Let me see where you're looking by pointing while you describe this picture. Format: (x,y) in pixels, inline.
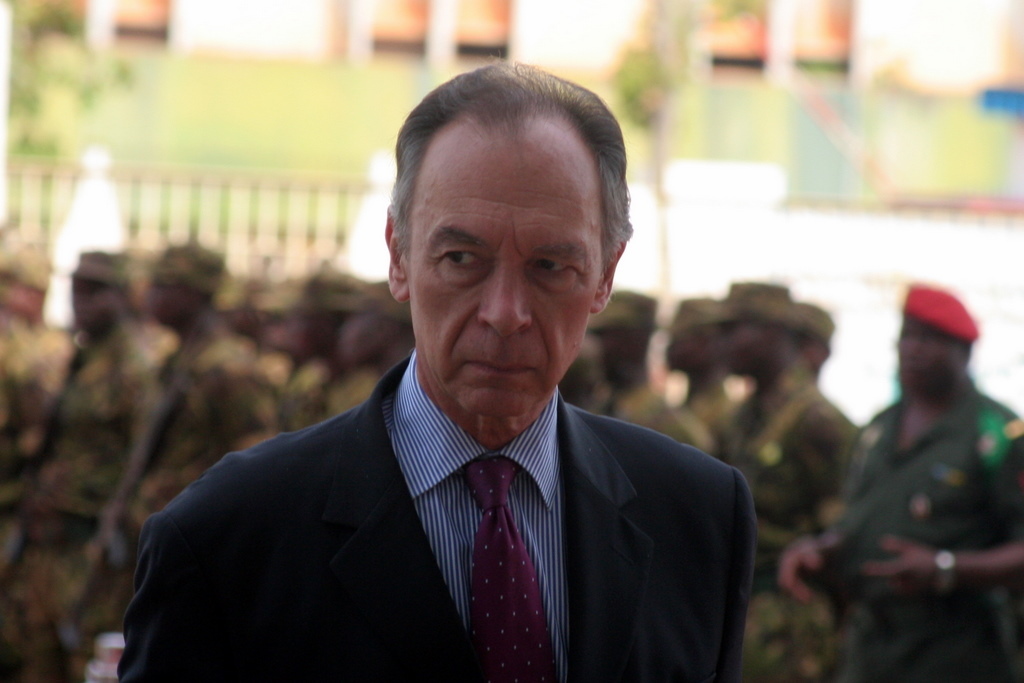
In this picture there is a man (647,435) who is wearing suit (401,524). In the back (1016,526) I can see the army persons (750,389). In the background (837,268) I can see the blur image.
